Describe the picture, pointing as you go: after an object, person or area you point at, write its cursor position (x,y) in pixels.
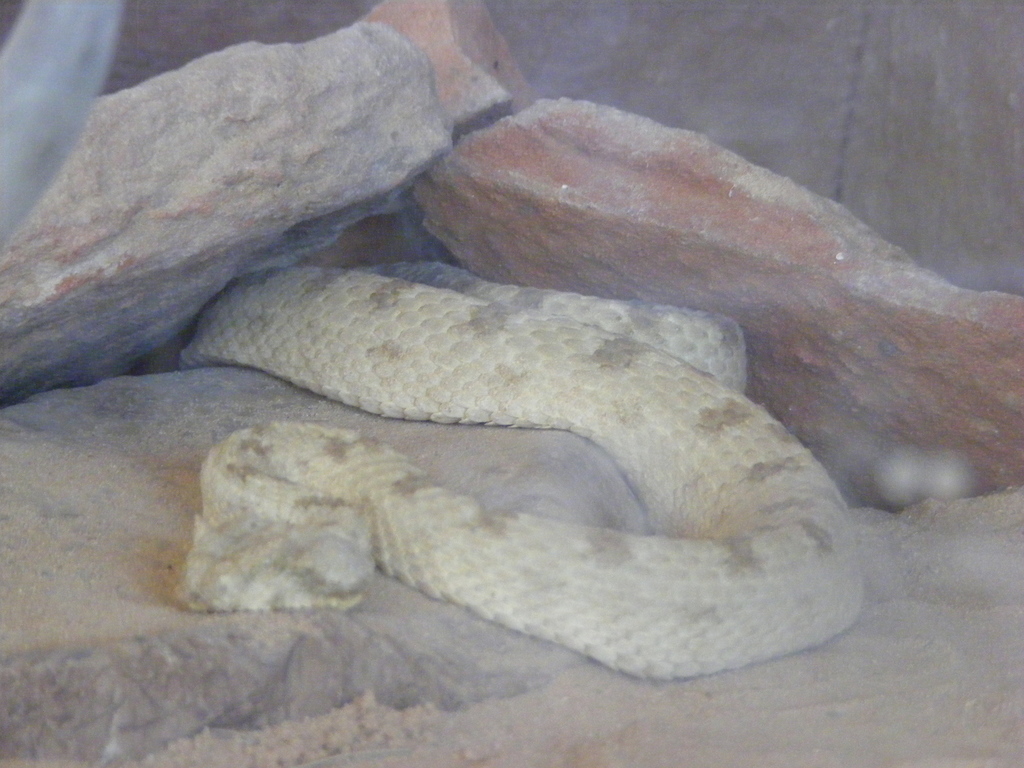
In this image, in the middle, we can see a snake (244,529). In the background (343,121), we can see some stones (796,228).
